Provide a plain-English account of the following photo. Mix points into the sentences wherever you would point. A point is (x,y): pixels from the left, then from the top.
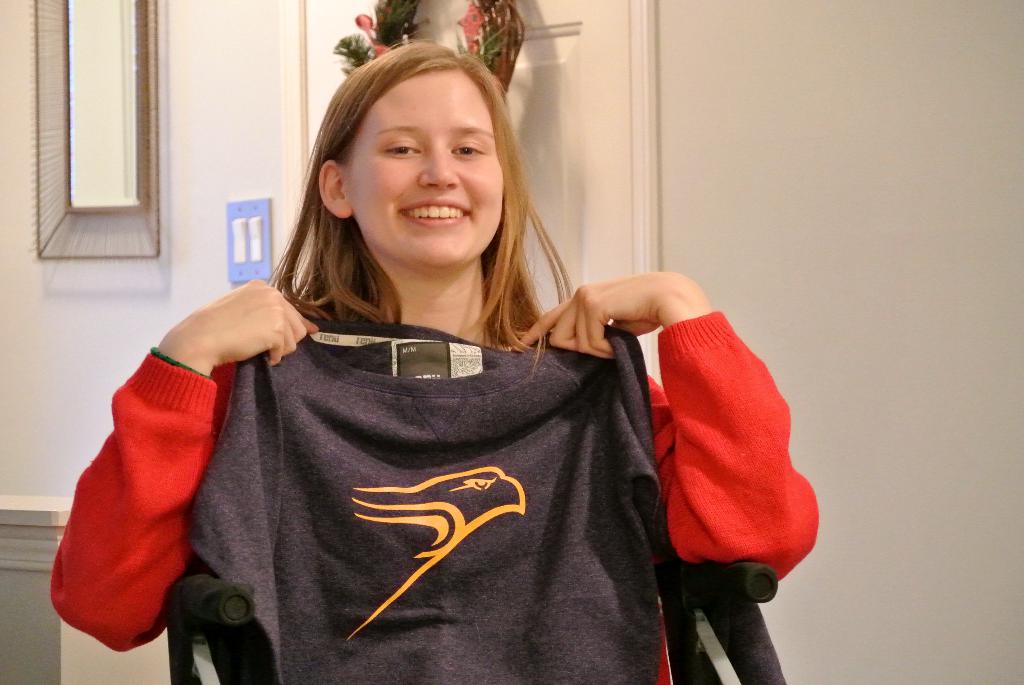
In this image we can see a person (369,163) in a room (862,126) and she is smiling and holding a t-shirt (411,368) and we can see the wall (905,559).
